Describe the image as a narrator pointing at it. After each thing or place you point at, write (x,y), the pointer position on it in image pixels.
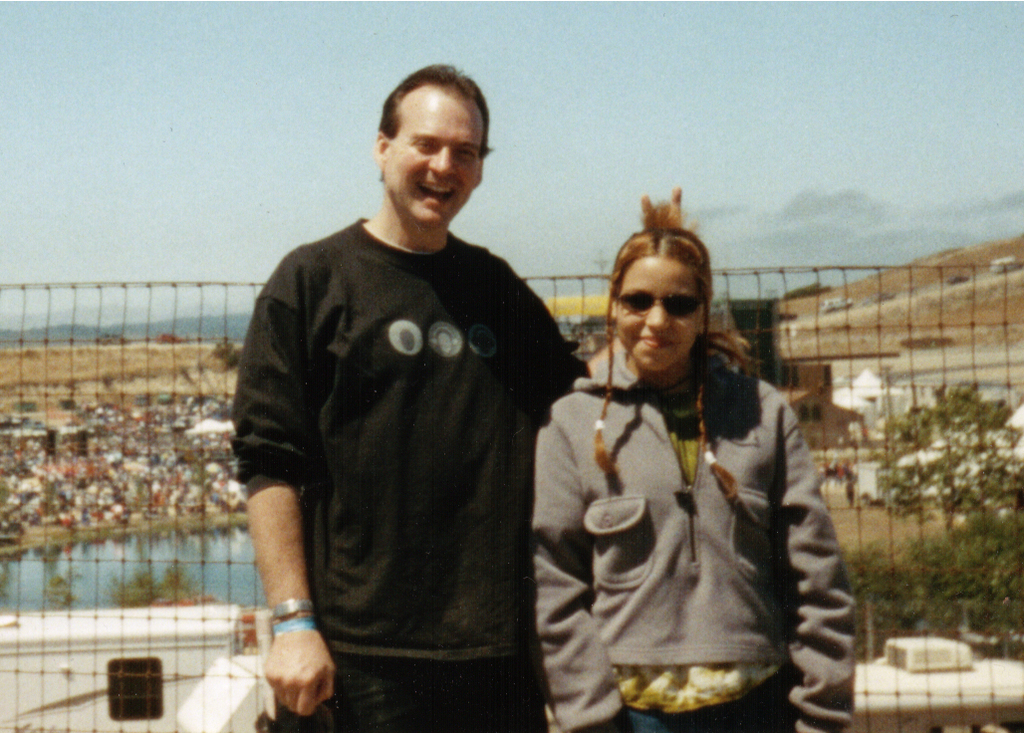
In this image we can see a man (420,409) and a woman (732,532) are standing and smiling. The man (454,360) is wearing a black color t-shirt (443,485) with jeans (430,702) and the woman (744,518) is wearing a grey color jacket (697,605) and jeans (683,718). Behind them, we can see a fencing (147,448), tree (931,606), building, pond (92,561) and vast land (136,346). At the top of the image (543,53), we can see the sky (106,62).
